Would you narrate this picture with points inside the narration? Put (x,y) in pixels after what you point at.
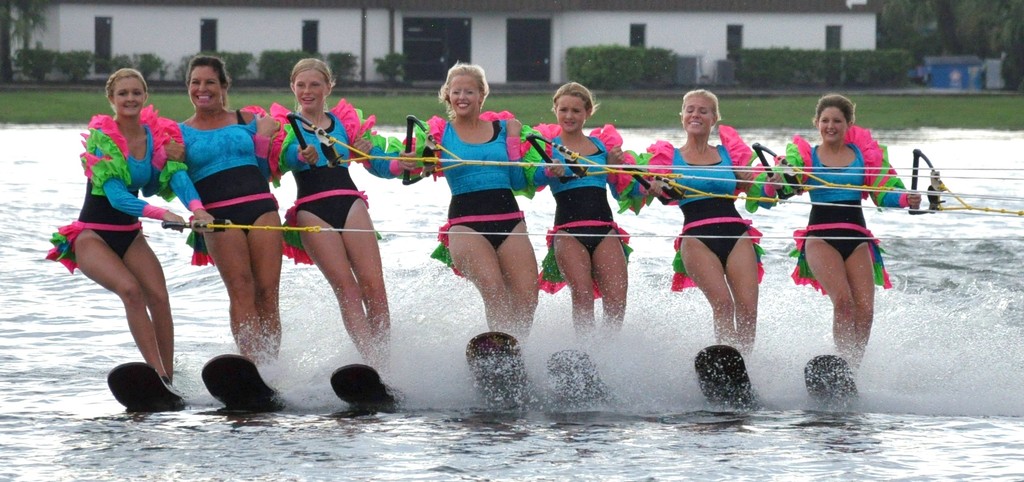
In this picture I can see there are a group of women (130,193) skiing and they are holding ropes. In the backdrop (554,15) there is a building (168,41) and there are doors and windows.
